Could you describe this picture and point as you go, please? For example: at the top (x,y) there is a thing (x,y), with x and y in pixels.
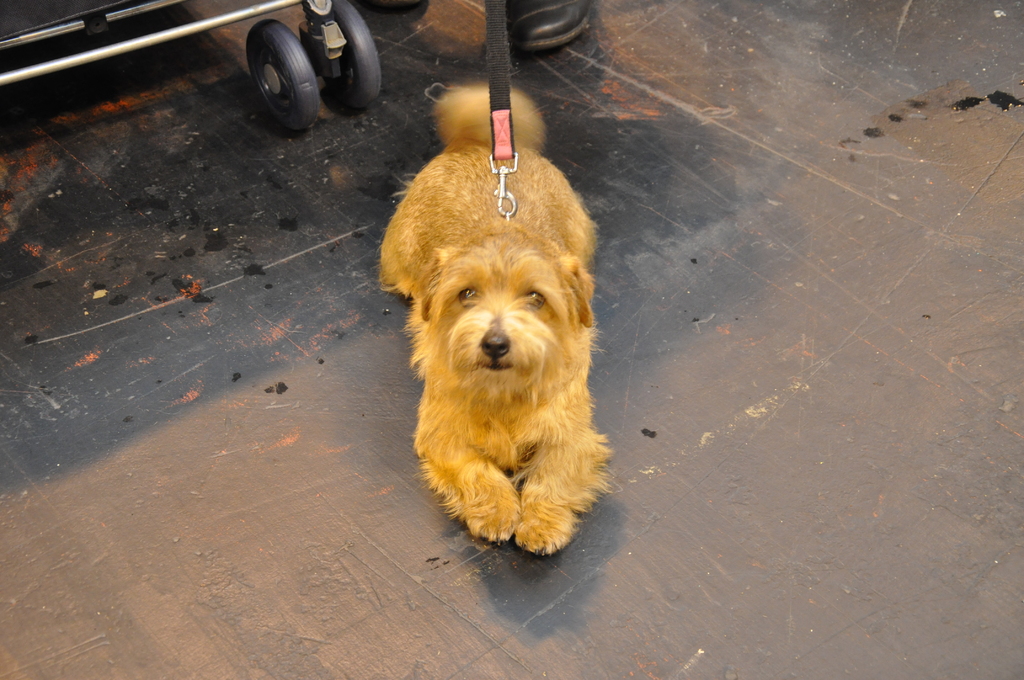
In this picture I can observe a dog (453,292) sitting on the floor (363,262) in the middle of the picture (513,342). The dog (433,257) is in brown color.
